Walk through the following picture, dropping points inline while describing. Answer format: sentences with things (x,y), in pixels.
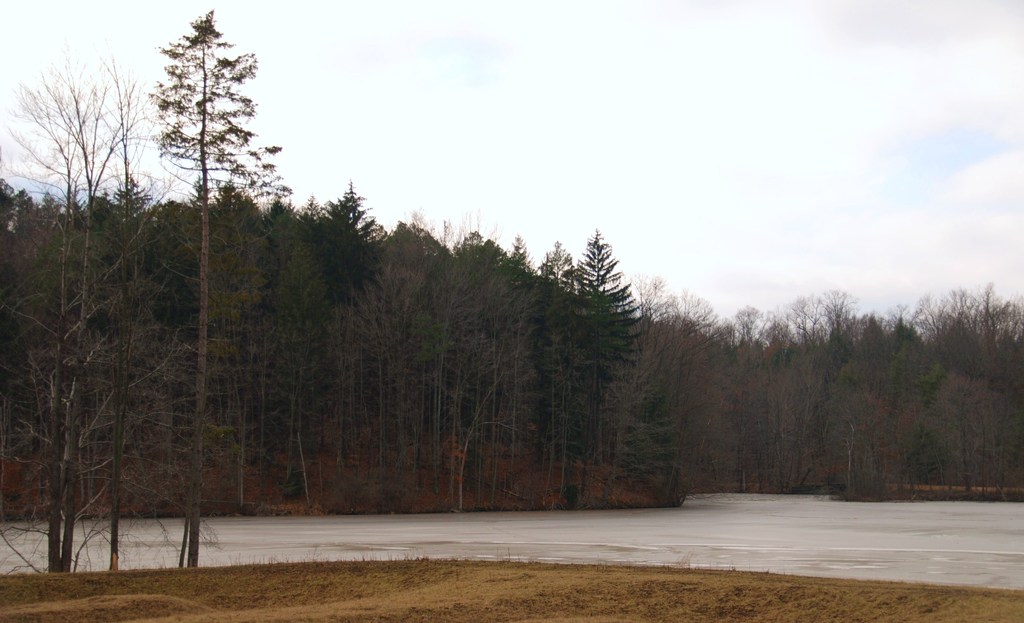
In the image there is a water surface (622,532) and around that there are many trees (296,349).
